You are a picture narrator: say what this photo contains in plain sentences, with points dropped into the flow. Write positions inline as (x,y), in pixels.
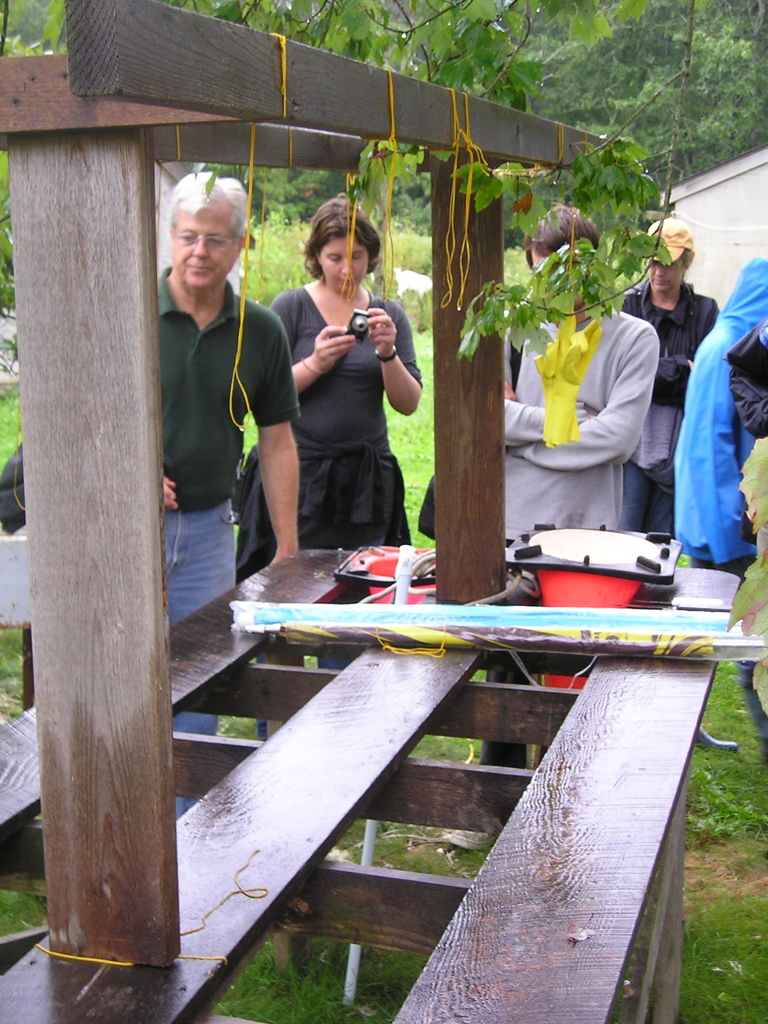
In this image I can see a wooden thing (78,126) in the front (295,595) and on it I can see few traffic cones (553,581) and few other stuffs (363,609). Behind it I can see few people (408,373) are standing and I can see one of them is holding one camera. In the background (691,121) I can see number of trees (244,17), grass ground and a building (663,195).
